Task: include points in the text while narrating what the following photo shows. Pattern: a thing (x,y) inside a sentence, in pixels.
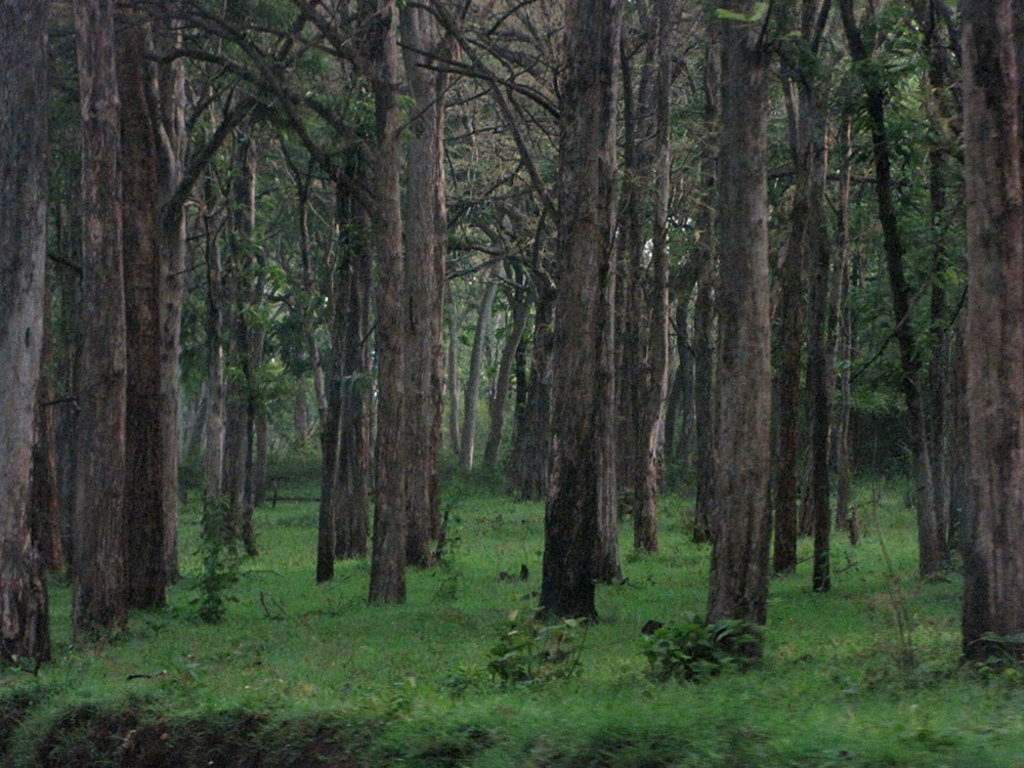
In this image we can see trees (247,64), plants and grass (254,733) on the ground (254,733).
